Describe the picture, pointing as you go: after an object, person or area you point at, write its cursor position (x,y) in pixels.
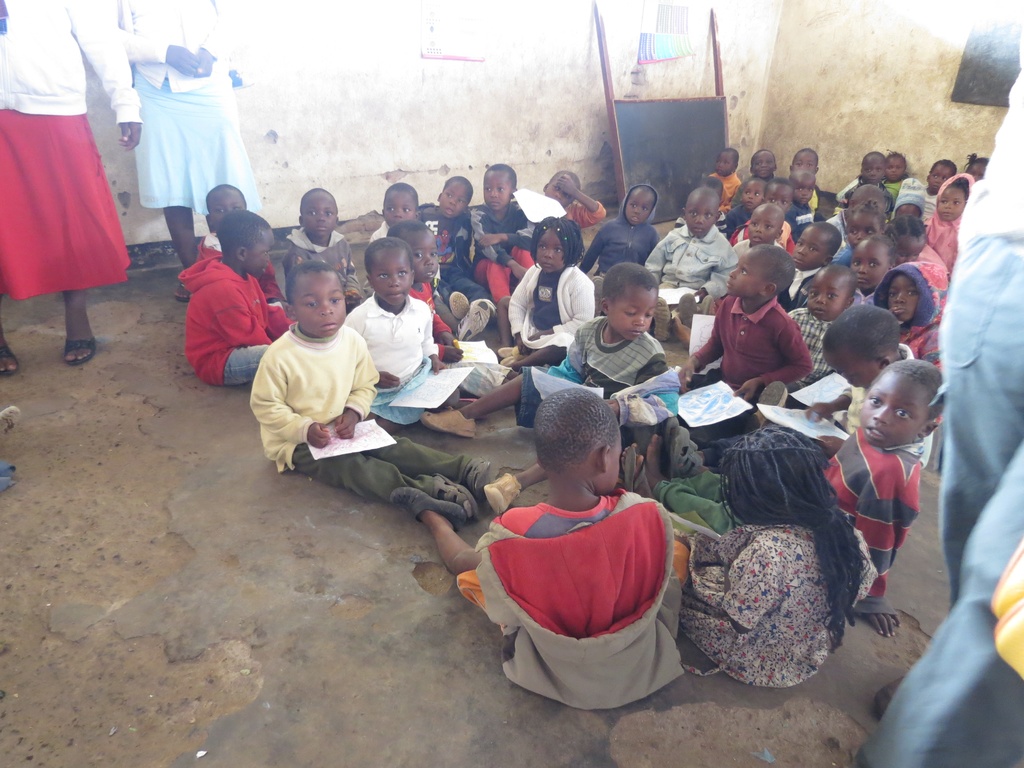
In this image I can see number of children (617,391) are sitting on the ground (480,424) holding few papers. I can see few persons (242,185) standing, a black colored board (668,158) and the wall (534,80) which is cream in color.
